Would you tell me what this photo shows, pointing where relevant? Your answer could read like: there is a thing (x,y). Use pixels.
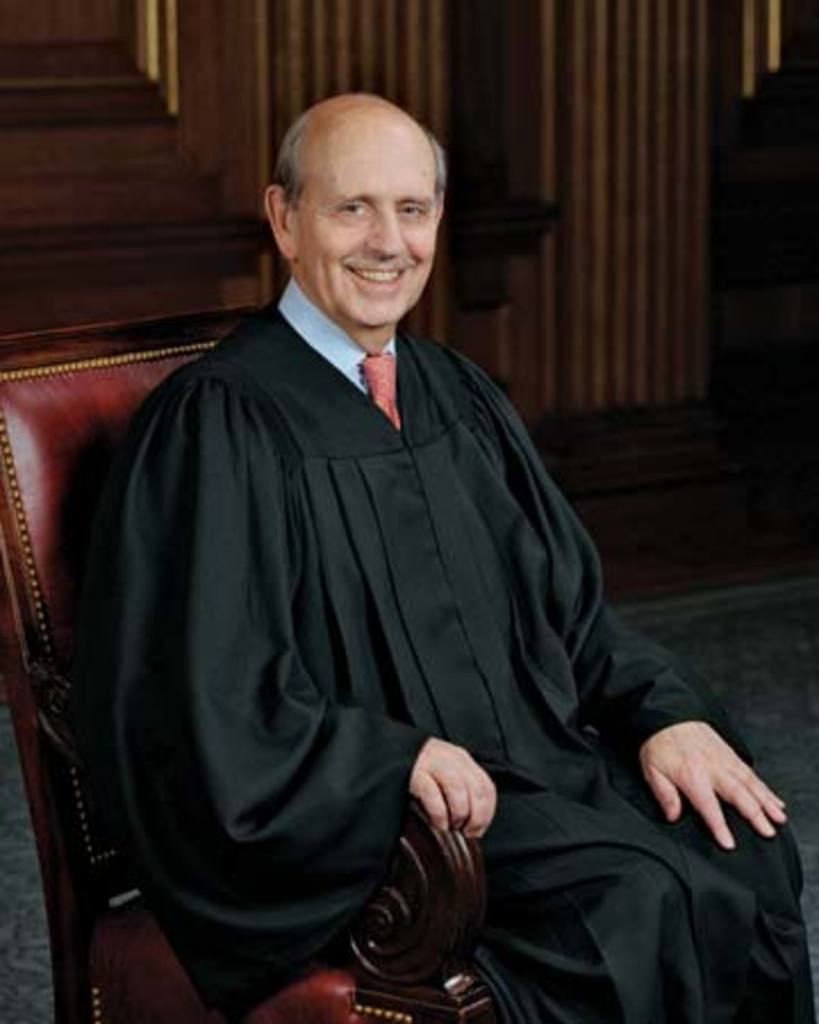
In this image there is a man (366,618) sitting on the chair (410,895), there is floor (791,722) towards the right of the image (751,722), at the background of the image (300,93) there is a wall (637,194).
